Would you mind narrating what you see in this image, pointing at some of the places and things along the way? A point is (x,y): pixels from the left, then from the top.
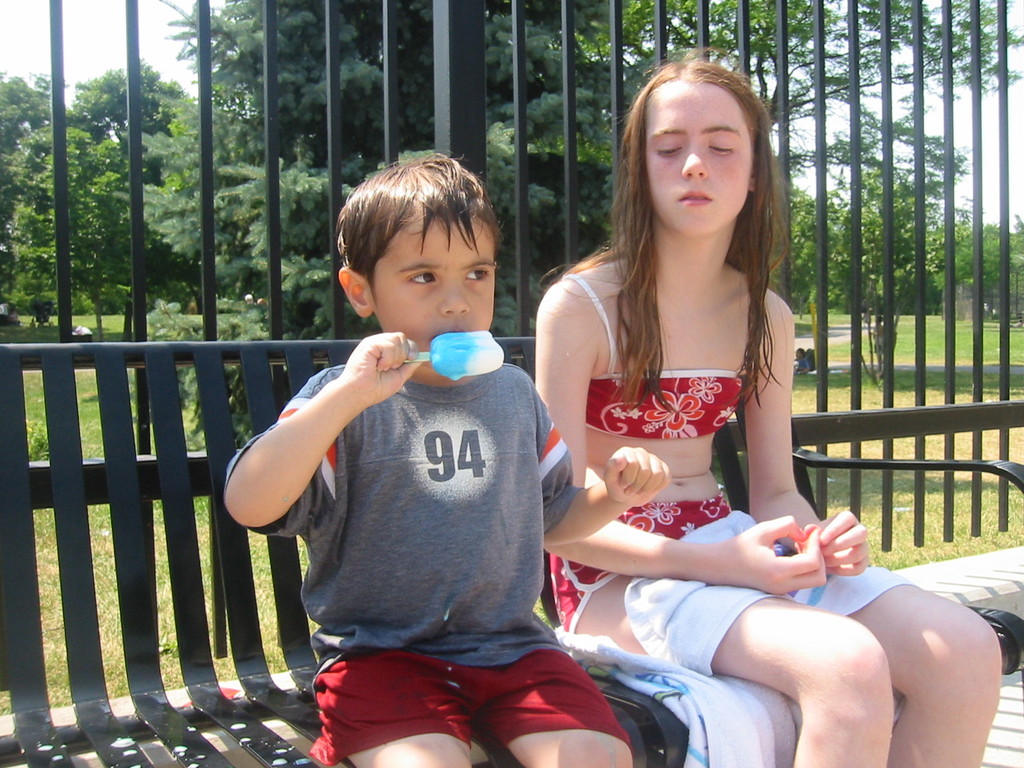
In this picture we can see a girl (747,158) and a boy (434,259) sitting on a bench (893,463) where a boy (509,399) is eating ice cream (433,365) and in the background (75,159) we can see fence (883,42), trees (118,103), grass (884,383), sky (939,121).
